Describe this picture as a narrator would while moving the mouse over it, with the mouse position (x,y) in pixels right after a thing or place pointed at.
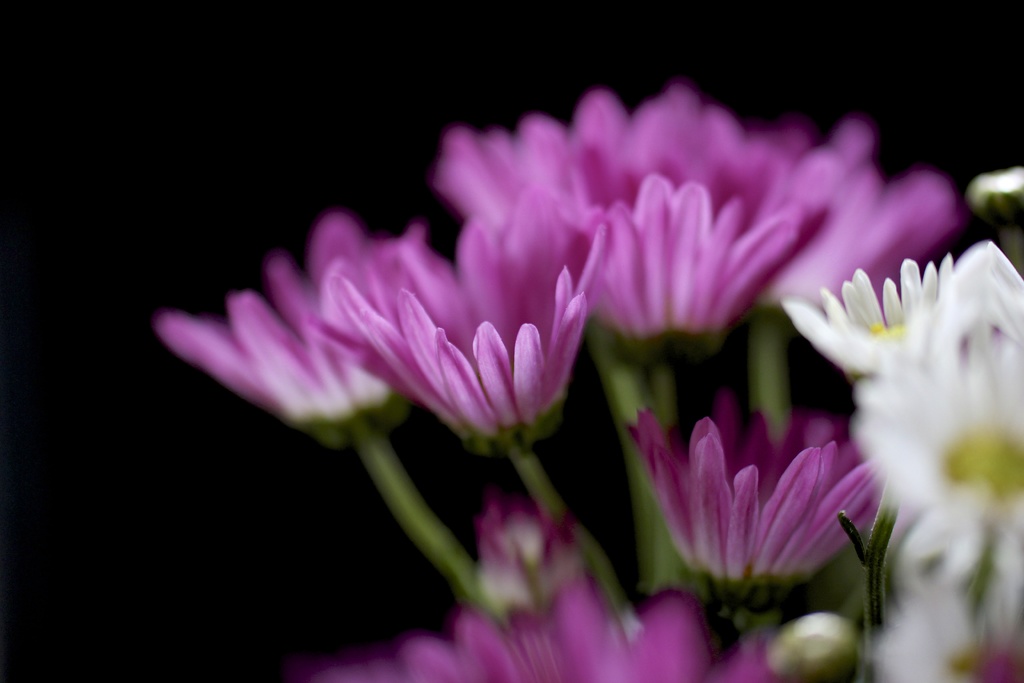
In the picture we can see some flowers (753,508) which are purple and some are white in color.
